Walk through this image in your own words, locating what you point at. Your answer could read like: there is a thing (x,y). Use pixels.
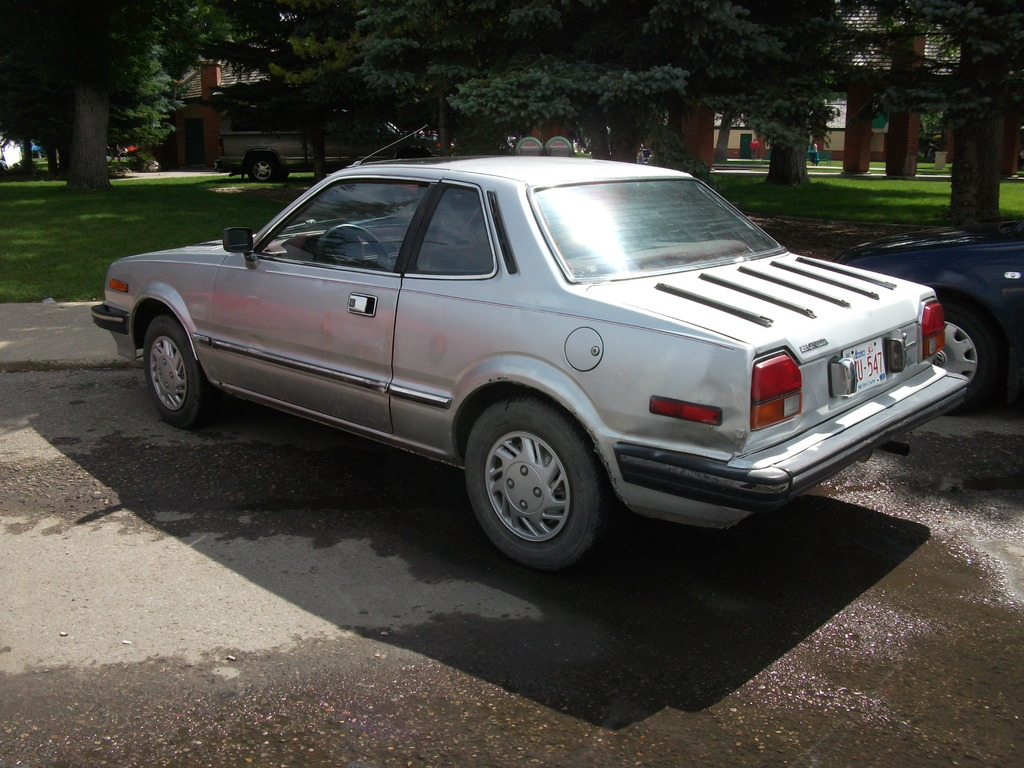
In this image we can see vehicles (349,150). In the back (375,97) there are trees (622,112). On the ground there is grass (882,185). In the background (1013,120) there are buildings (695,150).
